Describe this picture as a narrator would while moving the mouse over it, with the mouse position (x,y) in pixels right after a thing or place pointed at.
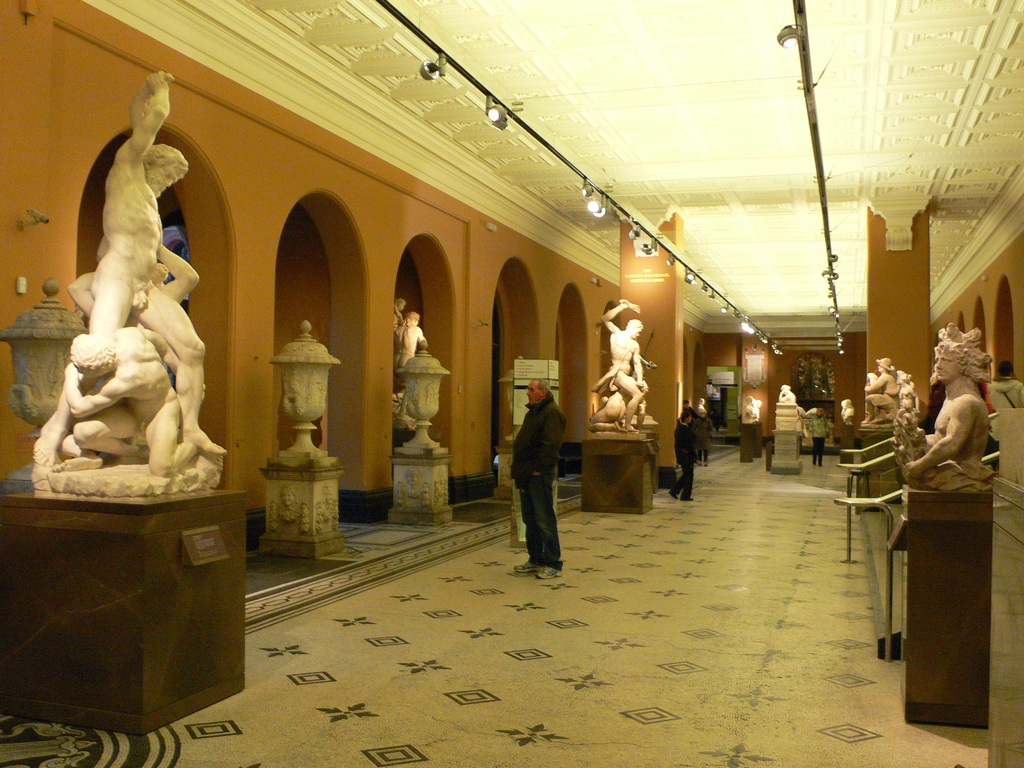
In this picture we can see statues (599,422), lights (829,293), pillars (660,288) and some persons (534,524) standing on the floor (562,551).
